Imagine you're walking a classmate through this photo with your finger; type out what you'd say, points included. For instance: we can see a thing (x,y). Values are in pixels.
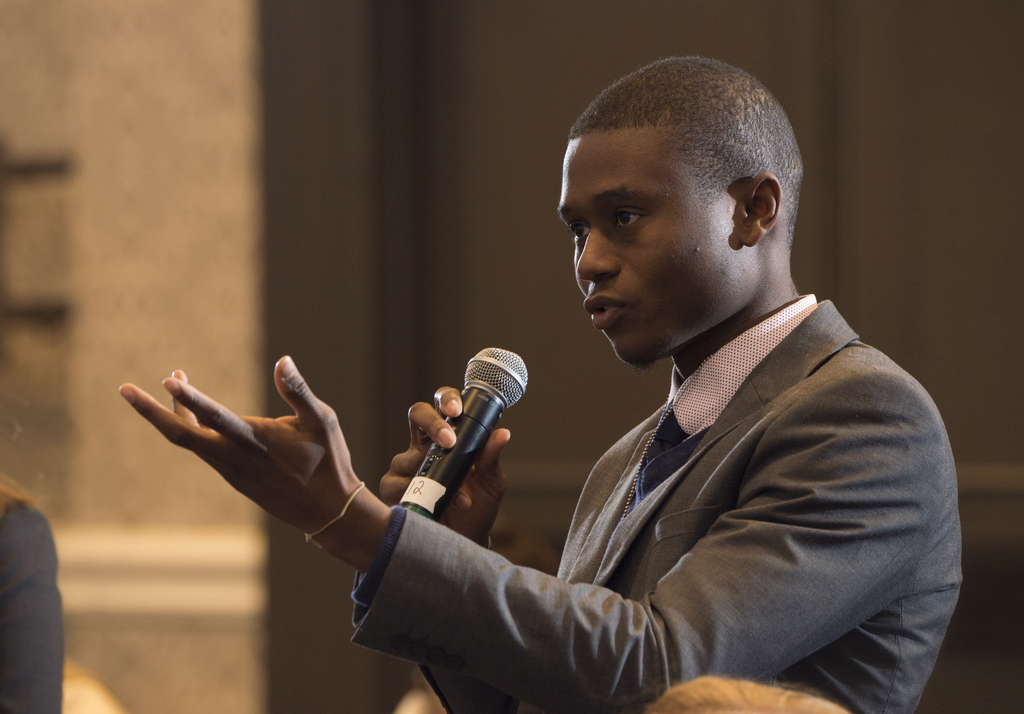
This is the picture of a man (765,495) in a blazer (658,540) holding a microphone (488,395) and talking. Background of the man (616,319) is a wall (258,193).
